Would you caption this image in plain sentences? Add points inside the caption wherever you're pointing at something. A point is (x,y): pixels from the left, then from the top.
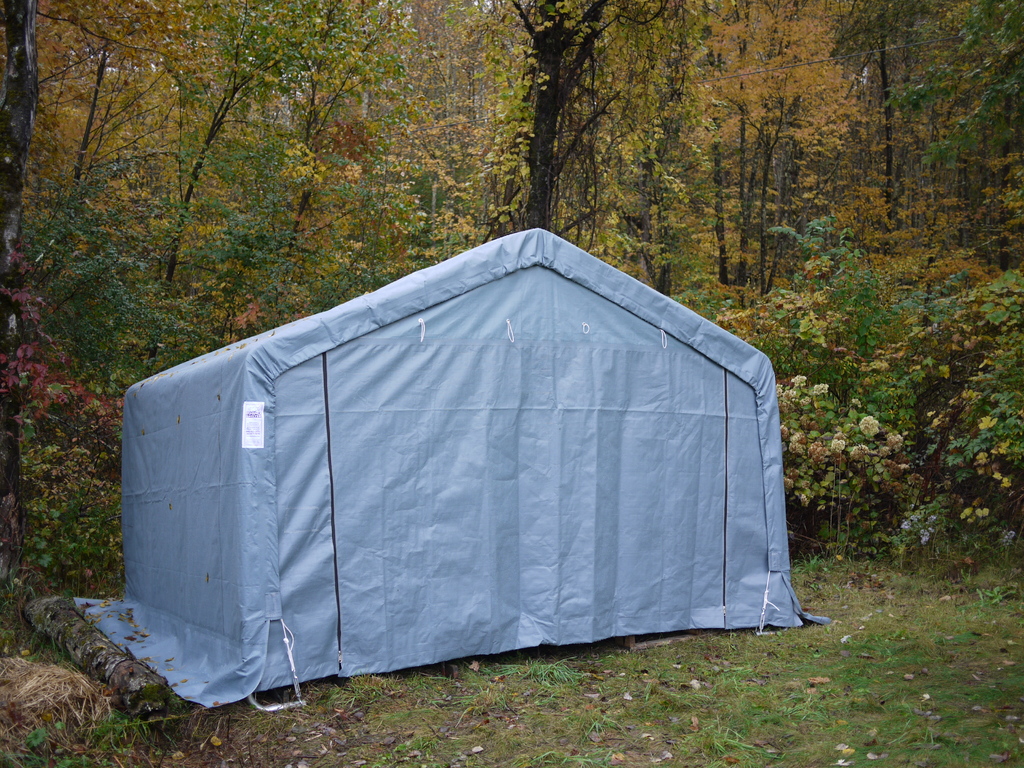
In this image, we can see some trees (804,188) and plants (833,334). There is a tent (291,461) in the middle of the image (396,486).
